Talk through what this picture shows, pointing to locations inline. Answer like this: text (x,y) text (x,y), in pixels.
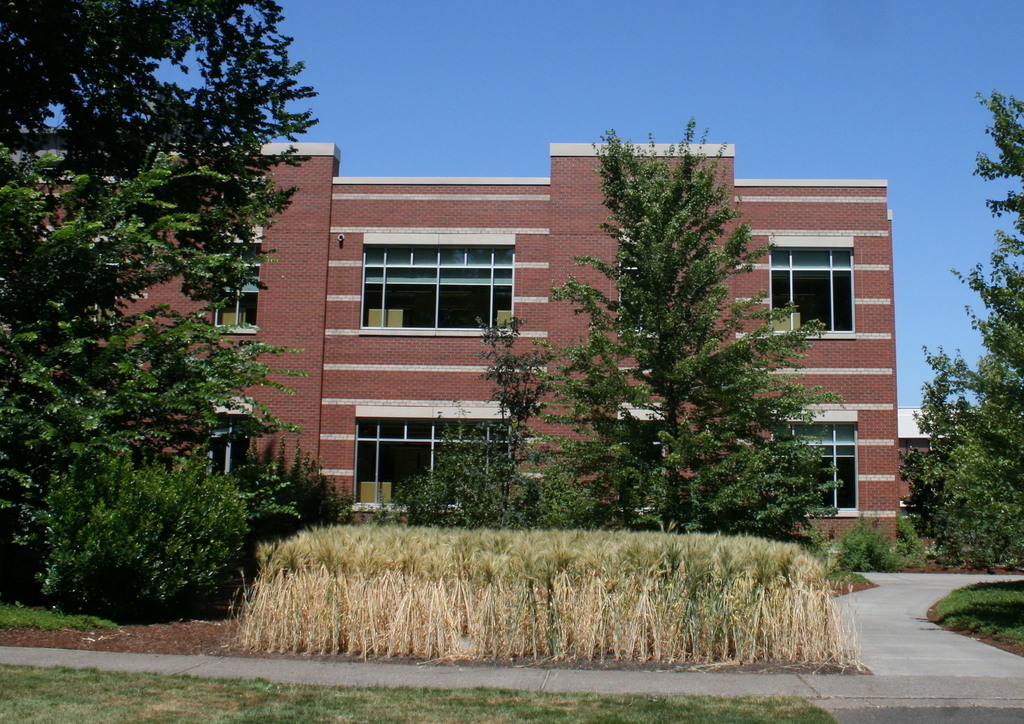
In the foreground of this image (915,699), there is the grass (246,700), path (851,695) and the plants (541,610). In the background (595,463), there are trees (518,468), pavement (904,579), building (843,315) and the sky (652,59).
